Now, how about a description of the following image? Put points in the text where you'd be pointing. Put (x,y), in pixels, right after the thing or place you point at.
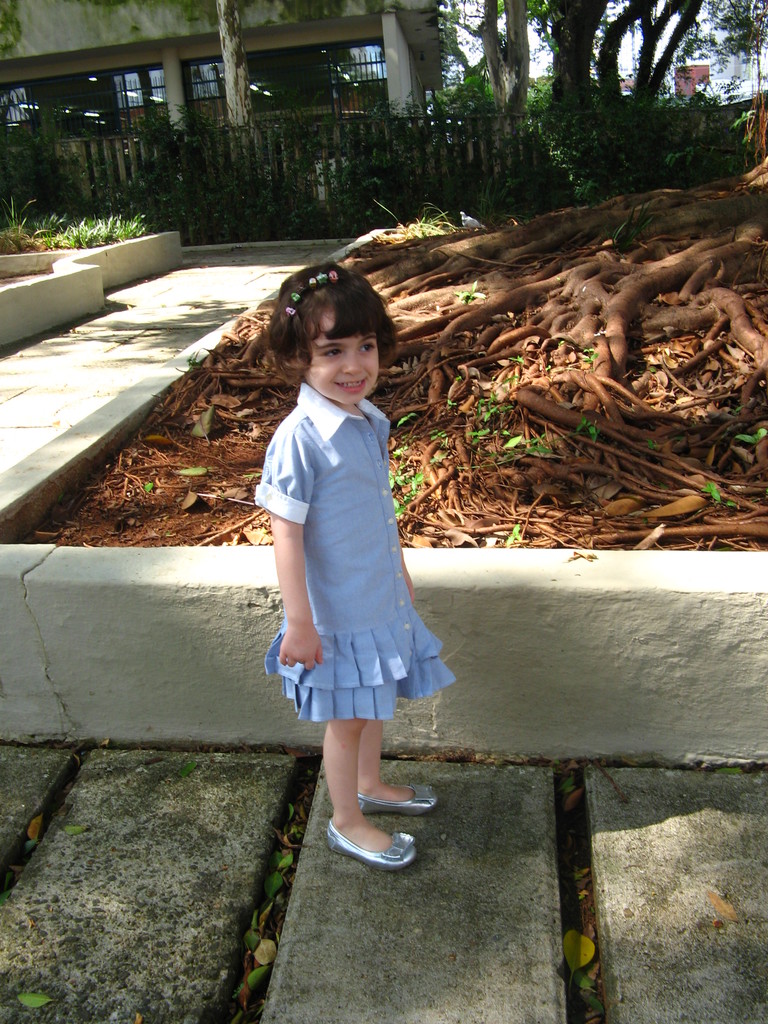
In this picture there is a girl (376,719) standing and we can see tree roots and grass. In the background of the image (335,156) we can see fence (461,138), trees (522,66), wall (6,49) and sky (626,59).
